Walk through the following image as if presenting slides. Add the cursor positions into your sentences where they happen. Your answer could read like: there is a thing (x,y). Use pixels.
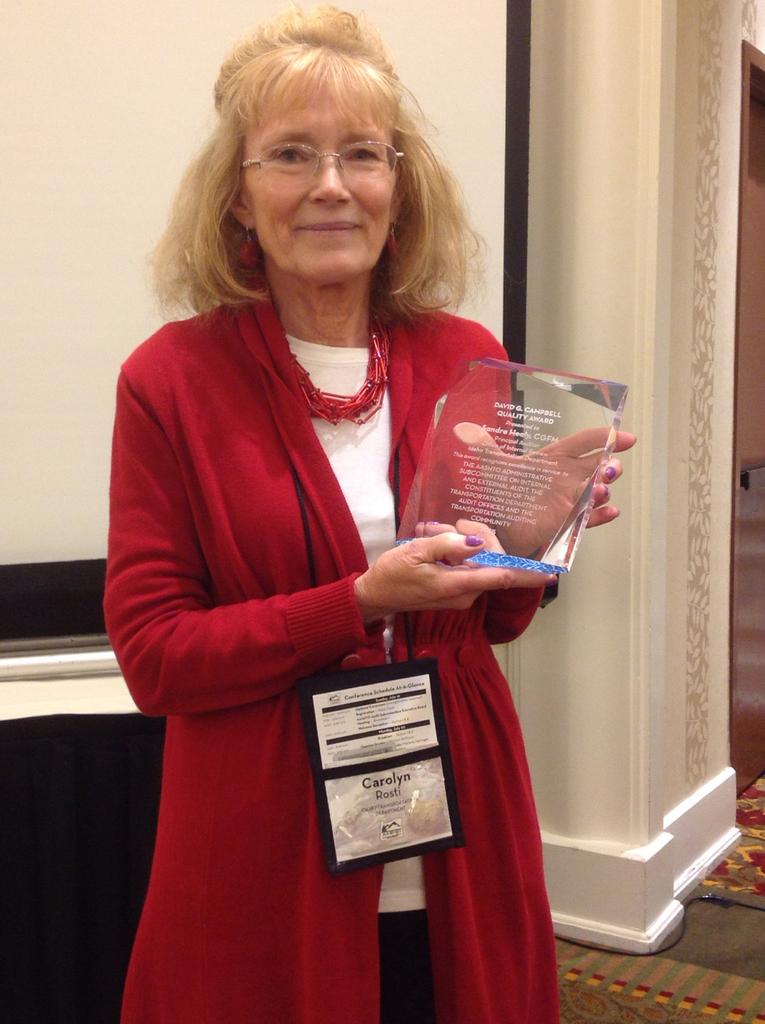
In this image there is an old woman (339,555) in the middle (310,600) who is standing on the floor (571,980) by holding a memento (493,448). In the background (73,129) there is a screen (80,284). The woman (292,359) is wearing an id card (401,790) and a red coat (261,557).
